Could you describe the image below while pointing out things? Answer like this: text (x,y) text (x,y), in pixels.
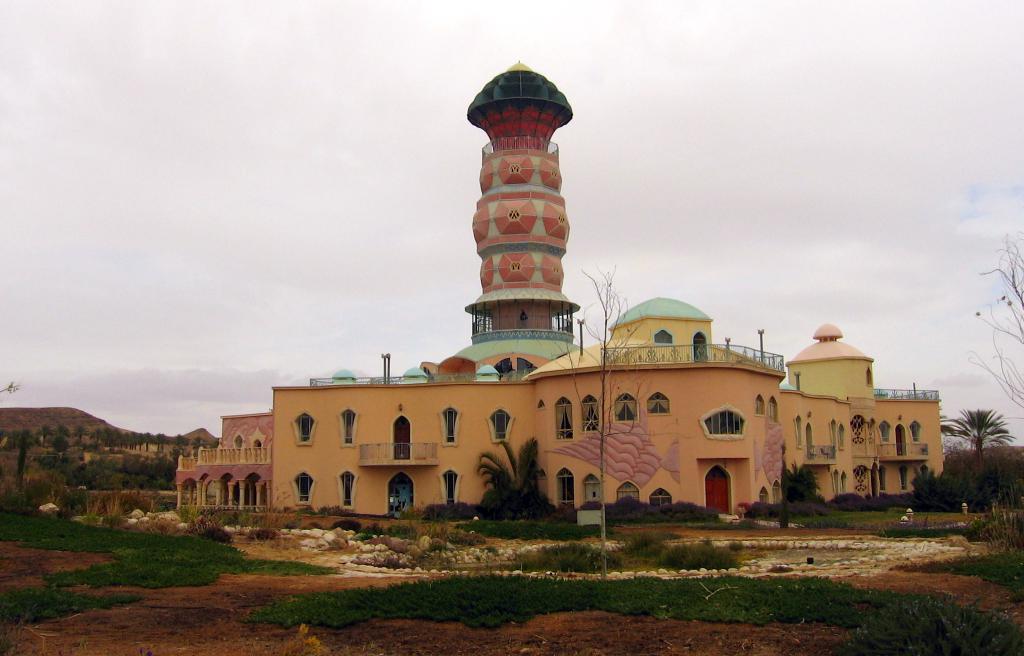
In the center of the image (552,245) we can see tower (487,197), buildings (450,399) and trees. At the bottom of the image (20,474) we can see stones (139,518), trees (157,499) and grass (119,579). In the background (39,137) we can see hill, trees (13,447), sky (909,365) and clouds (737,148).
